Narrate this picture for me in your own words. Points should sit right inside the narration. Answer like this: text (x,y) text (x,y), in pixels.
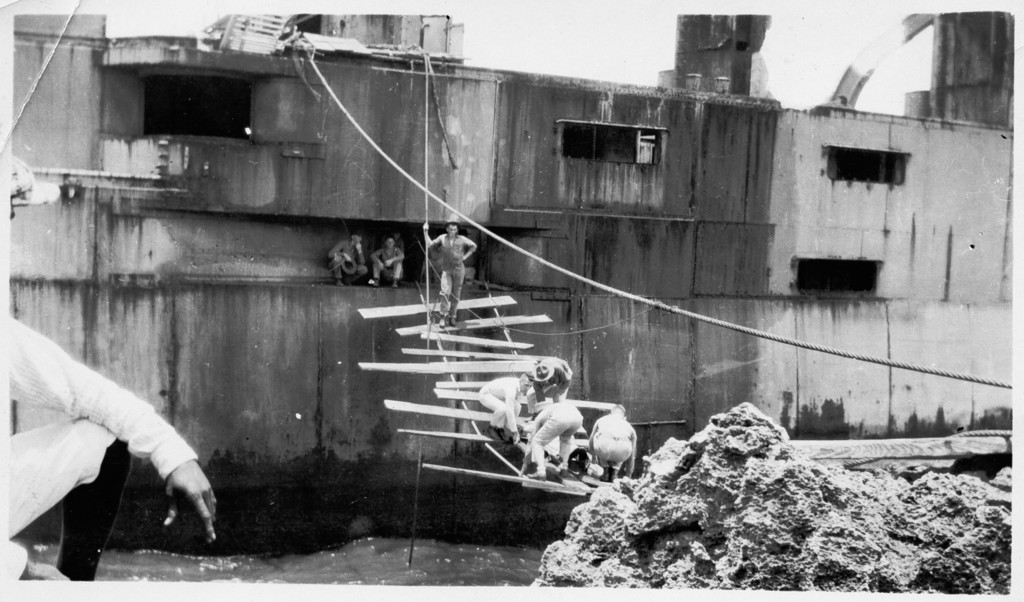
This is a black and white image in which we can see there is a ship (661,348) where people (384,267) are sitting beside that there are a group of people (531,381) constructing wooden bridge (475,425) above the water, also there is a stone (592,496) and person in the picture.
